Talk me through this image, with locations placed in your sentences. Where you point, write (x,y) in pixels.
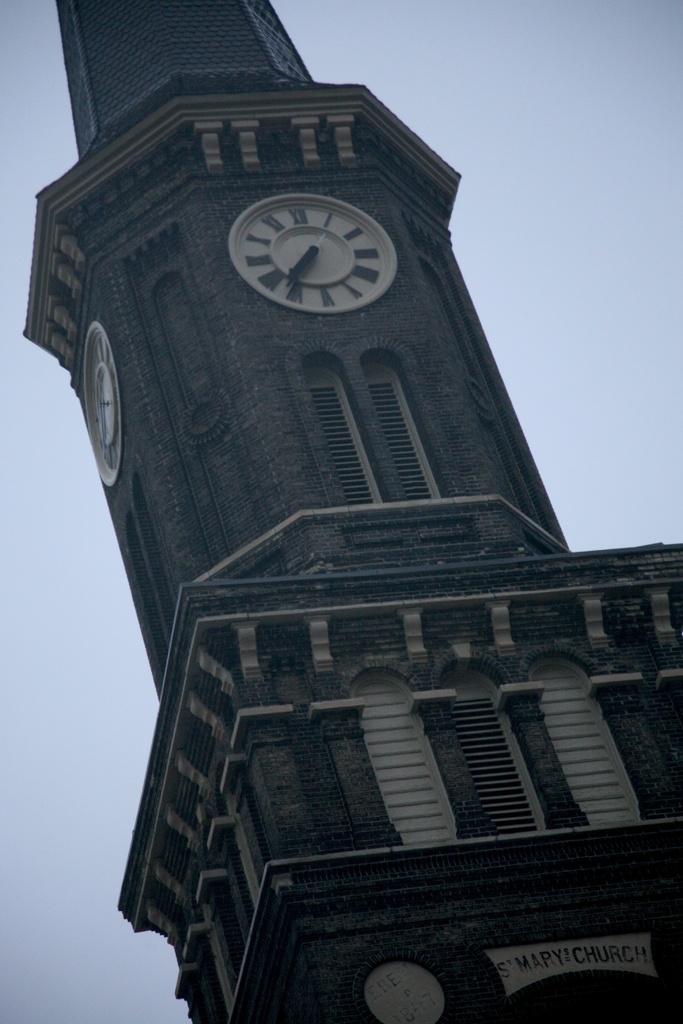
In this image, we can see a tower (335,472) with clocks (339,254). We can see walls (479,978), windows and text (511,973) on the tower (505,930). In the background (512,400), there is the sky (42,639).
